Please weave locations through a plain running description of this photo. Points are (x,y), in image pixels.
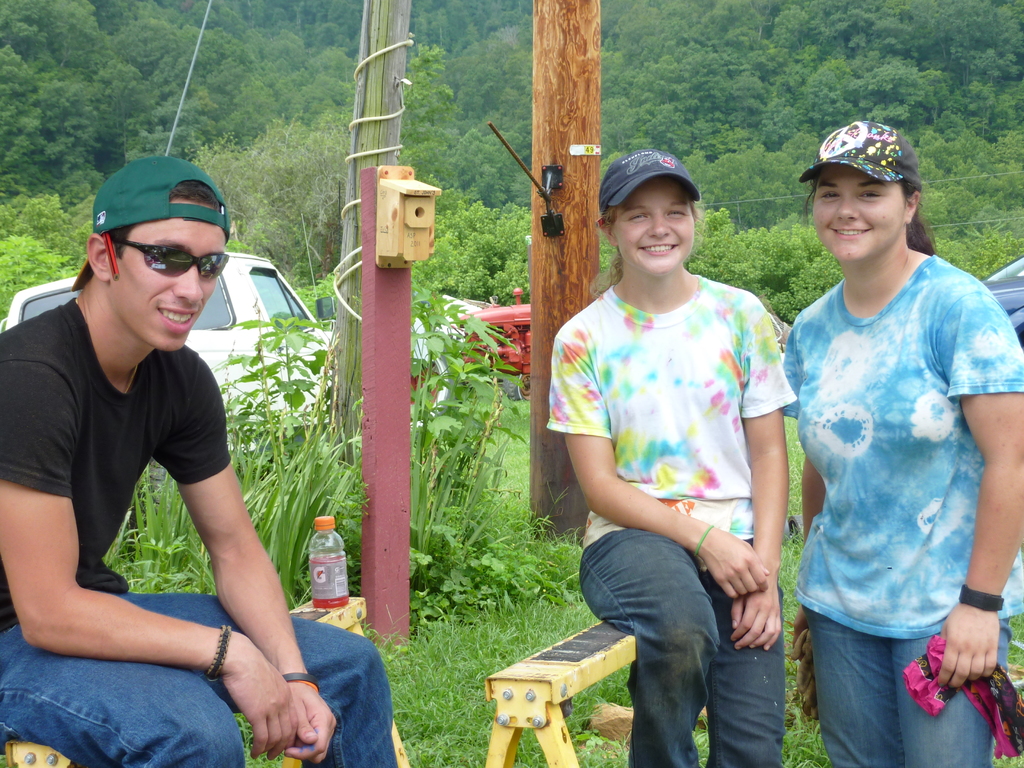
In this image in the center (639,496) there are two woman (768,495) who are smiling, one sitting and one standing, and on the left side (165,650) there is one man (219,639) who is sitting and smiling. And beside him there is one bottle (316,558), and in the background (427,99) there are some poles (555,153), trees (511,138) and some vehicles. At the bottom (463,624) there is grass (552,600) and some plants (307,455).
